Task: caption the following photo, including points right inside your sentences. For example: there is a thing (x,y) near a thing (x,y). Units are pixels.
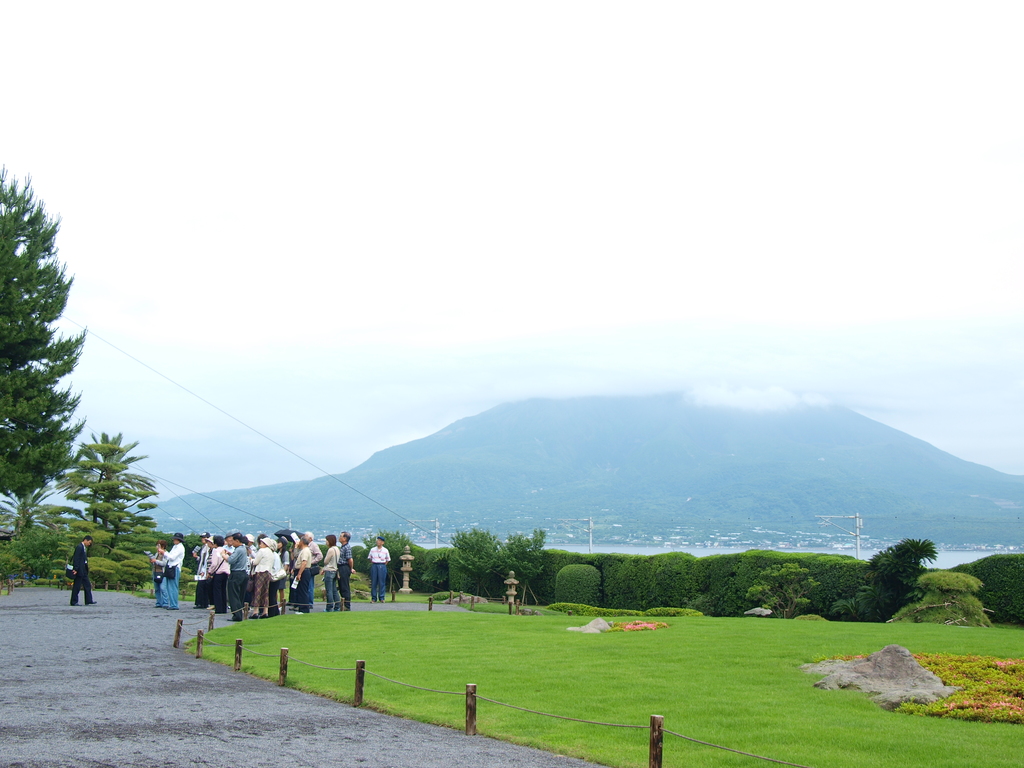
In the image we can see there are people (201,586) standing and the ground (404,680) is covered with grass (743,663). Behind there are trees (45,421) and there are bushes (503,589).
